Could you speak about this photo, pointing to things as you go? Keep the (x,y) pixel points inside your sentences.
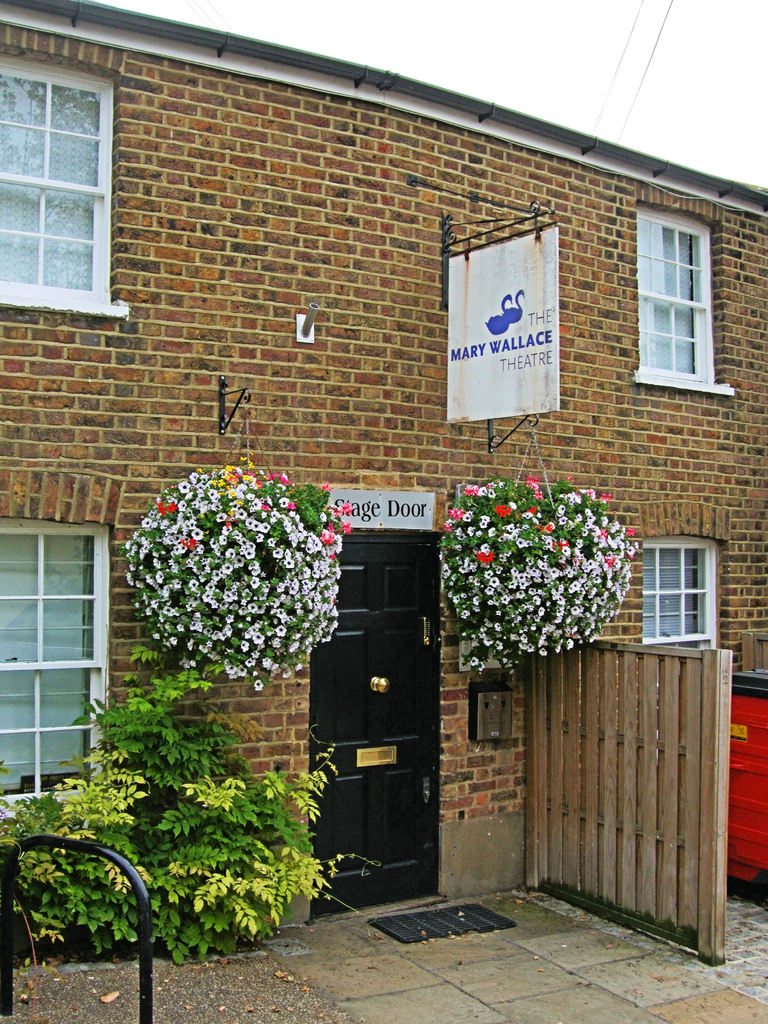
In this image I can see a building (354,302) which is made of bricks (295,256), few windows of the building (132,257), a white colored board (467,403), a tree (165,794), the black colored door (359,750) and few flowers (235,511) on both sides of the door (430,633). To the right bottom of the image (757,832) I can see a red colored object (761,713).
